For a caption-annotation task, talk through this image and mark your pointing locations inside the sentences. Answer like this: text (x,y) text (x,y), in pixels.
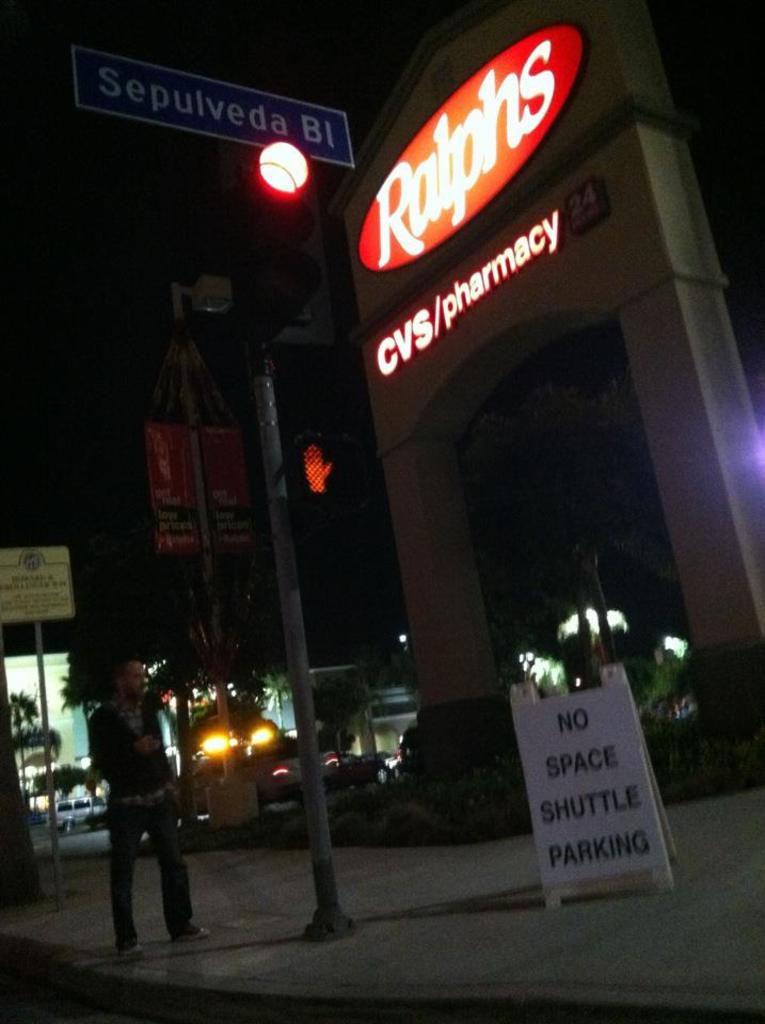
In this picture we can see a person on the road (470,952), here we can see a traffic signal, boards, trees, vehicles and some objects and in the background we can see it is dark.
